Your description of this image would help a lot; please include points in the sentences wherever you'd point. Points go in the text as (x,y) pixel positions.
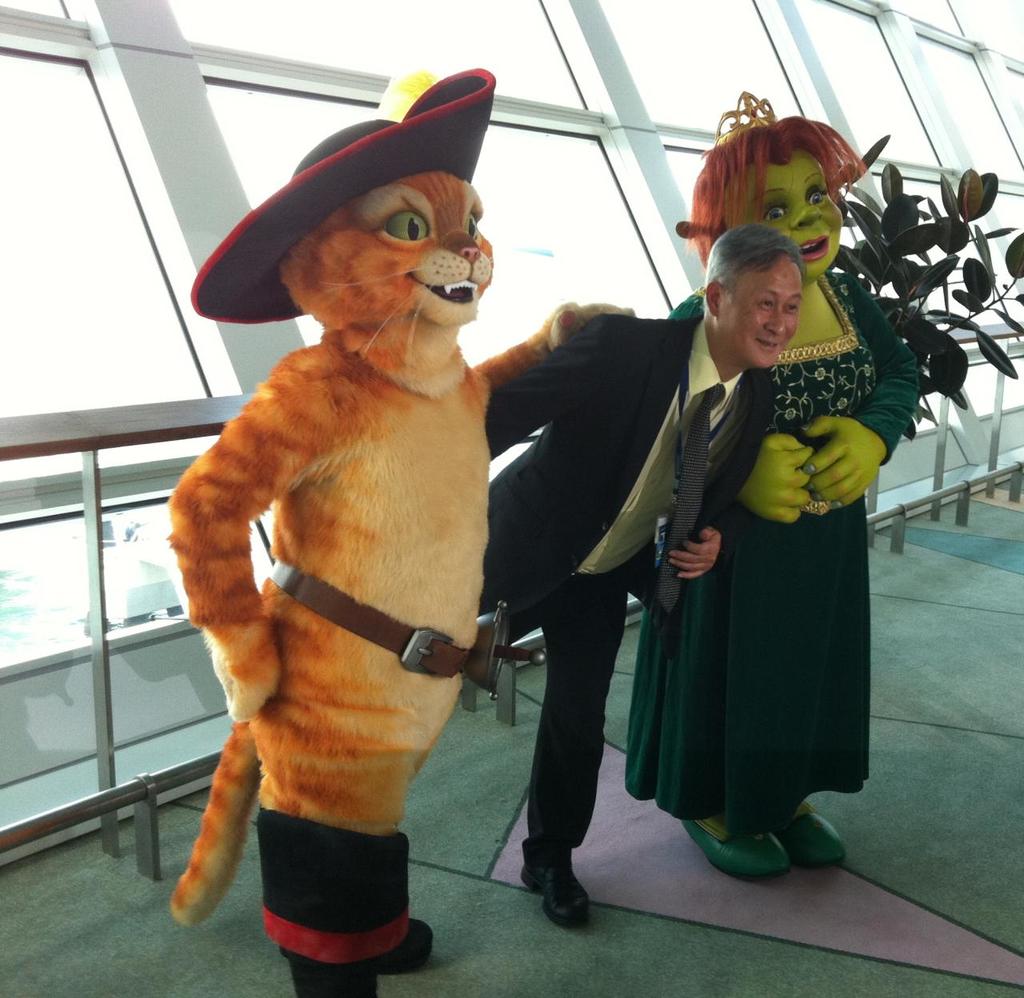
In this picture we can see three persons (604,624) are standing, persons (839,431) on the right side (796,430) and left side (327,553) are wearing costumes (833,392), on the right side (950,342) there is a plant (927,261), in the background (425,67) we can see glasses (425,67).
